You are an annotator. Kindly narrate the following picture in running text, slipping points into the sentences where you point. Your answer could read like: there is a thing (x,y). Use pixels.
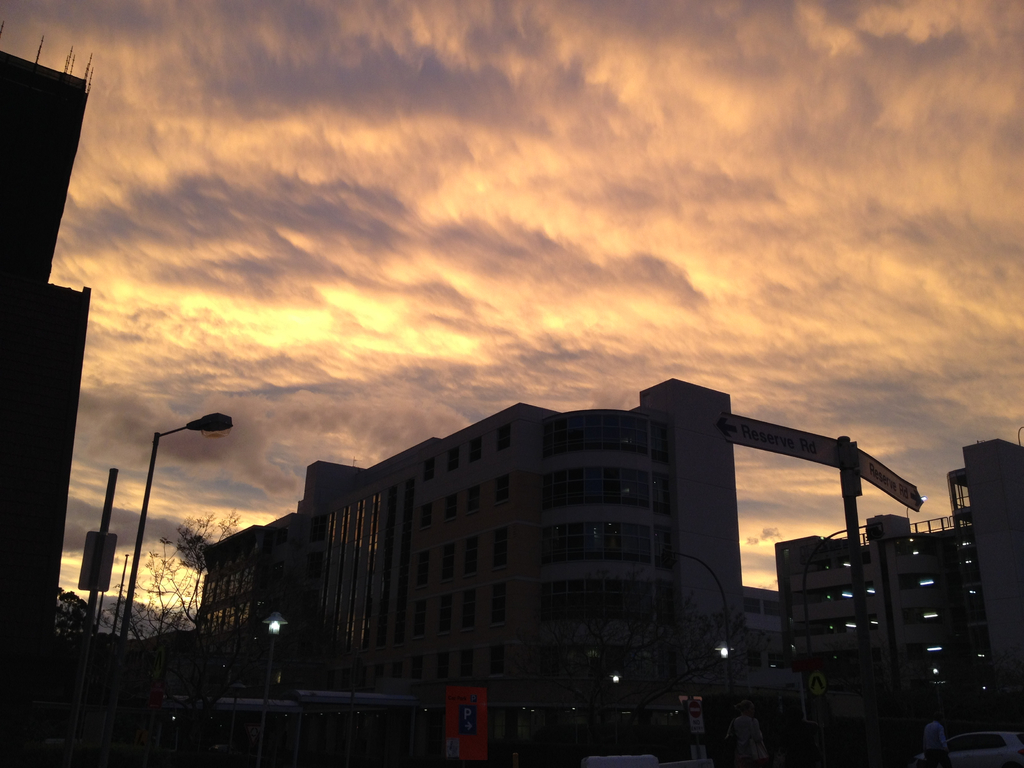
Sky (672,196) is cloudy. Here we can see buildings (429,505), signboards (821,454), light poles (214,425), people (943,740), vehicle (993,751) and trees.
